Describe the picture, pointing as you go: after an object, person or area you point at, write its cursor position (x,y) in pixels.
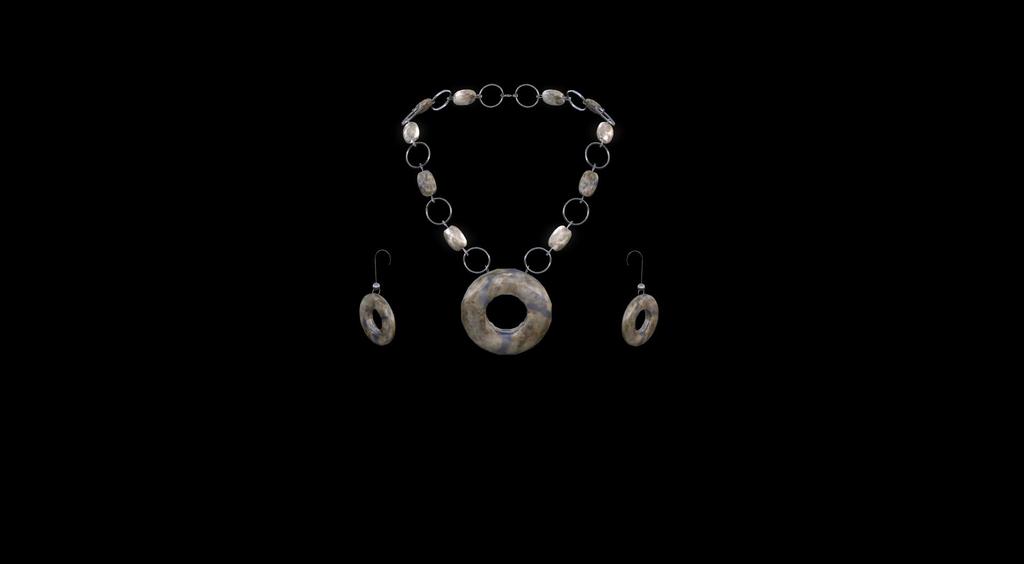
In this image we can see a chain (539,269) and the ear rings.
